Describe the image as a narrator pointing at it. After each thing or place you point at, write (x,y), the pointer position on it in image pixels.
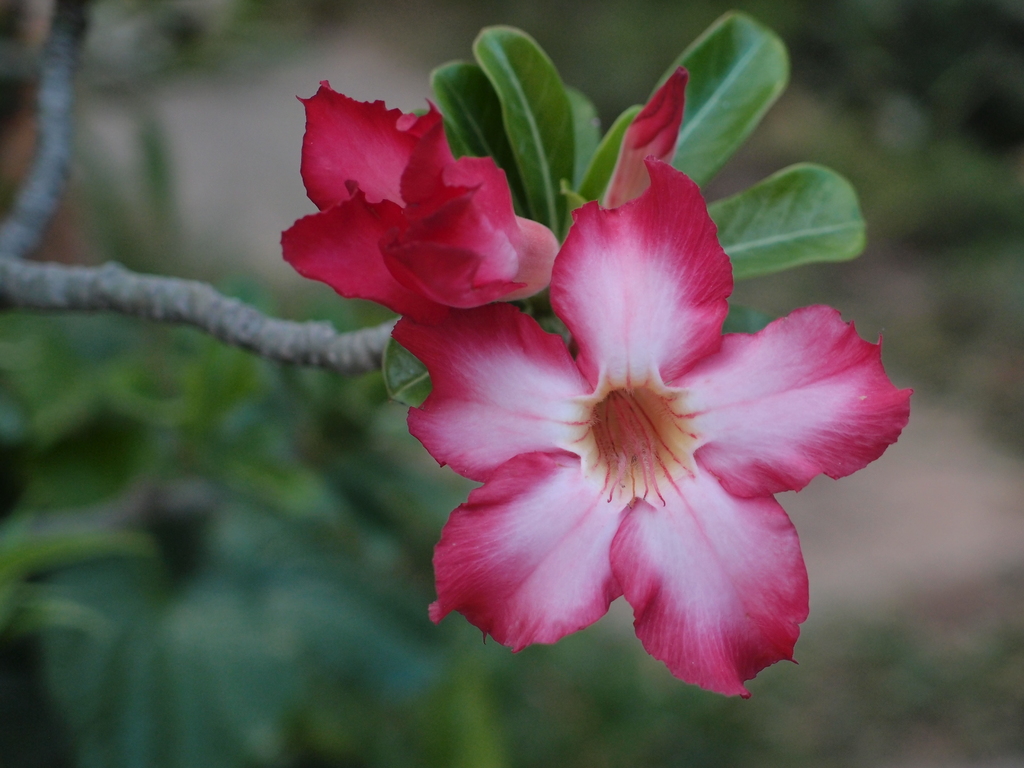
In this picture I can see the flowers (612,433) and leaves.
